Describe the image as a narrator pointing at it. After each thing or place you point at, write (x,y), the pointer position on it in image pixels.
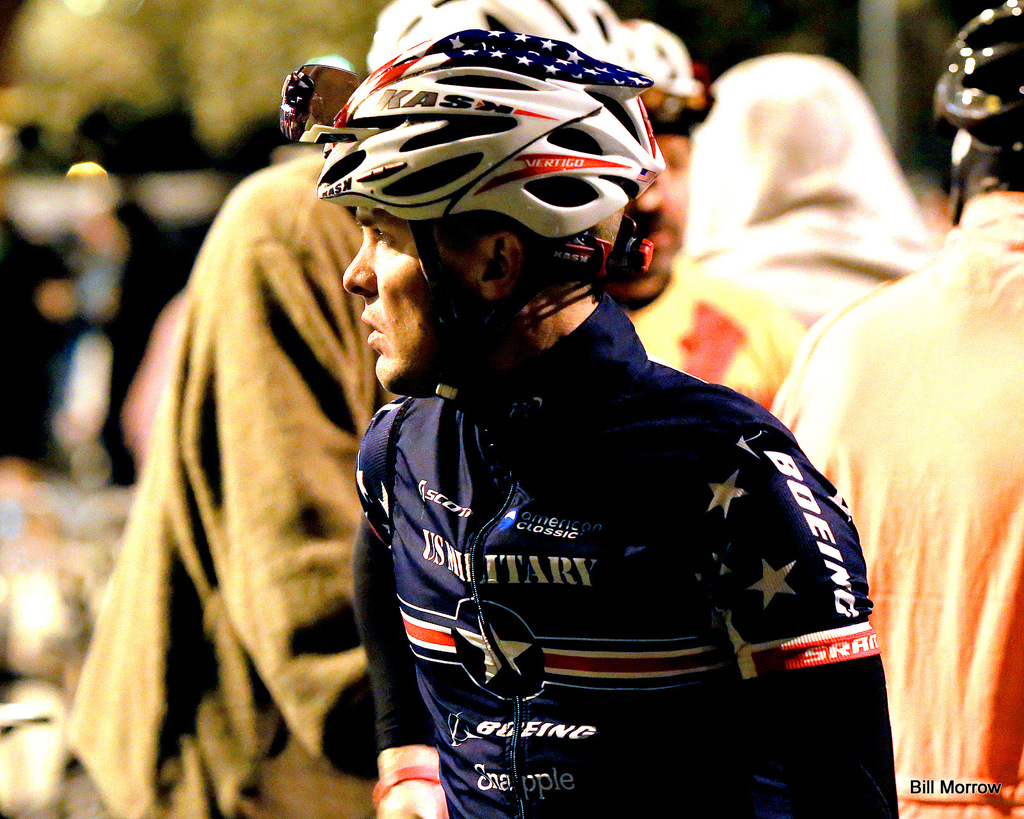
In this image there are many people (510,280). In the foreground (493,351) a man (491,287) is standing wearing helmet (491,100) and sports suit (651,656). The background (797,32) is blurry.
